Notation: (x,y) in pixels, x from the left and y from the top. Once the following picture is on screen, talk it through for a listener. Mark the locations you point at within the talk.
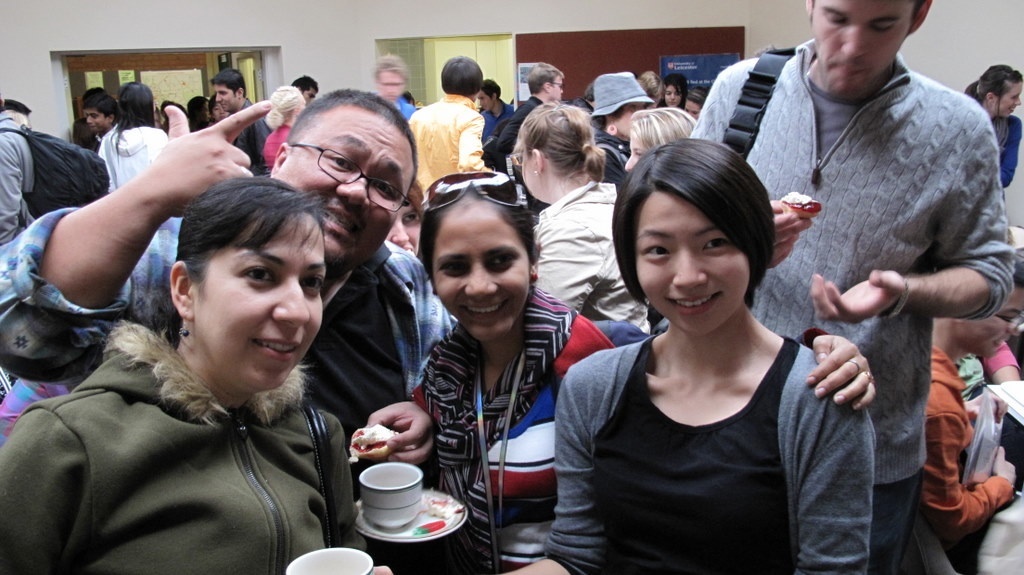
In this image I can see number of persons (711,386) are standing and few of them are holding plates (465,513), cups (366,561) and food items (430,510). In the background (506,139) I can see few persons (105,121) standing, the wall (291,21), the window (208,64), the brown colored object (560,58) and a banner (692,64).
